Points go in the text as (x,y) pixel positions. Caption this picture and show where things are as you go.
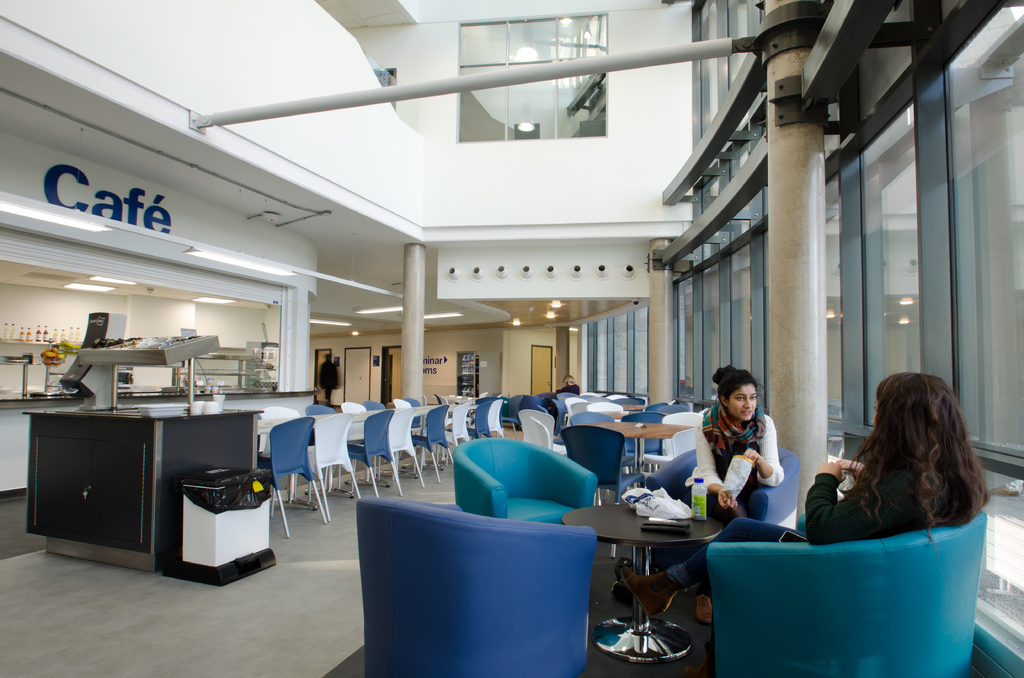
Two women (734,439) are sitting in a coffee shop (682,407) talking to each other.
